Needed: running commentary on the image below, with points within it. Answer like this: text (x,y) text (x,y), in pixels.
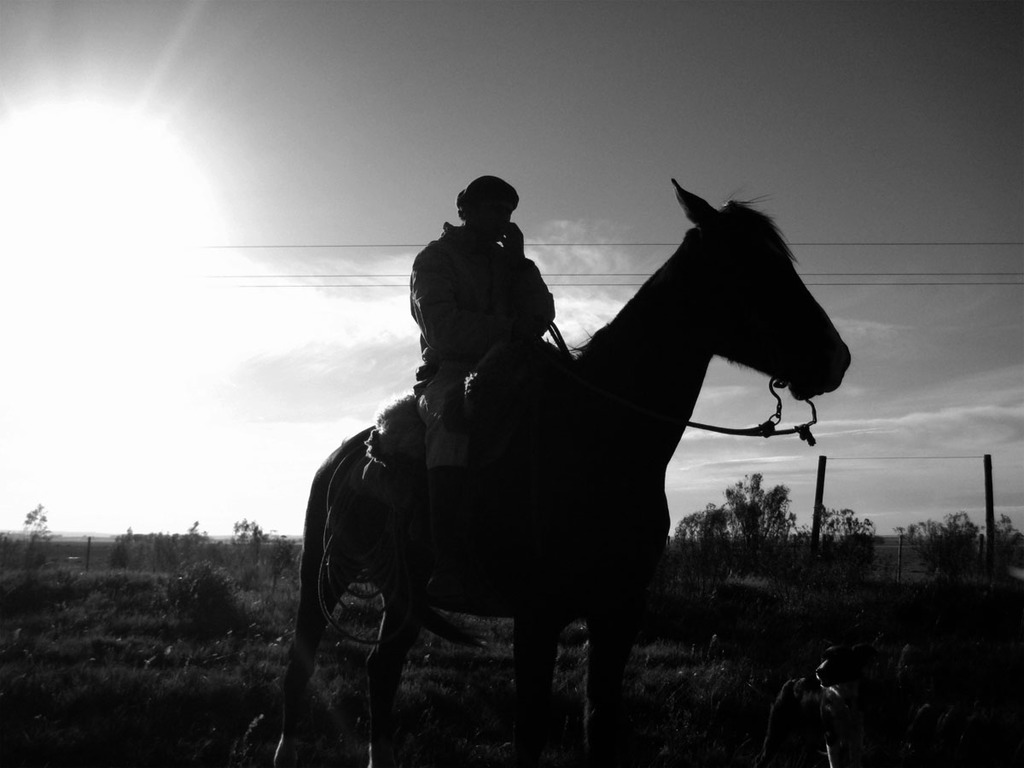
A man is sitting on the horse (786,335) there is a light (176,348) in the left (167,336) in there are trees (124,547) in the background (864,576).
